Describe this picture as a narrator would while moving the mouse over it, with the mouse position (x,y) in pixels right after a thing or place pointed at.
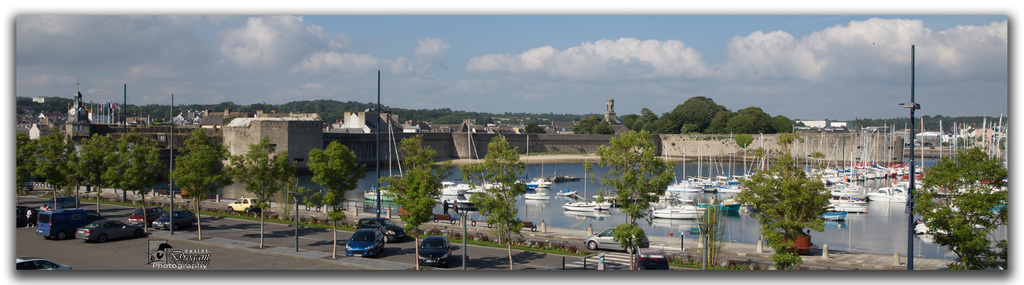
These are the cars (164,224) on the road (400,255). I can see the boats (849,198) on the water (558,187). This looks like a pole (909,209). These are the trees (796,209). I can see the buildings (239,127). This is the watermark (158,247) on the image. These are the clouds (660,46) in the sky (617,60).
